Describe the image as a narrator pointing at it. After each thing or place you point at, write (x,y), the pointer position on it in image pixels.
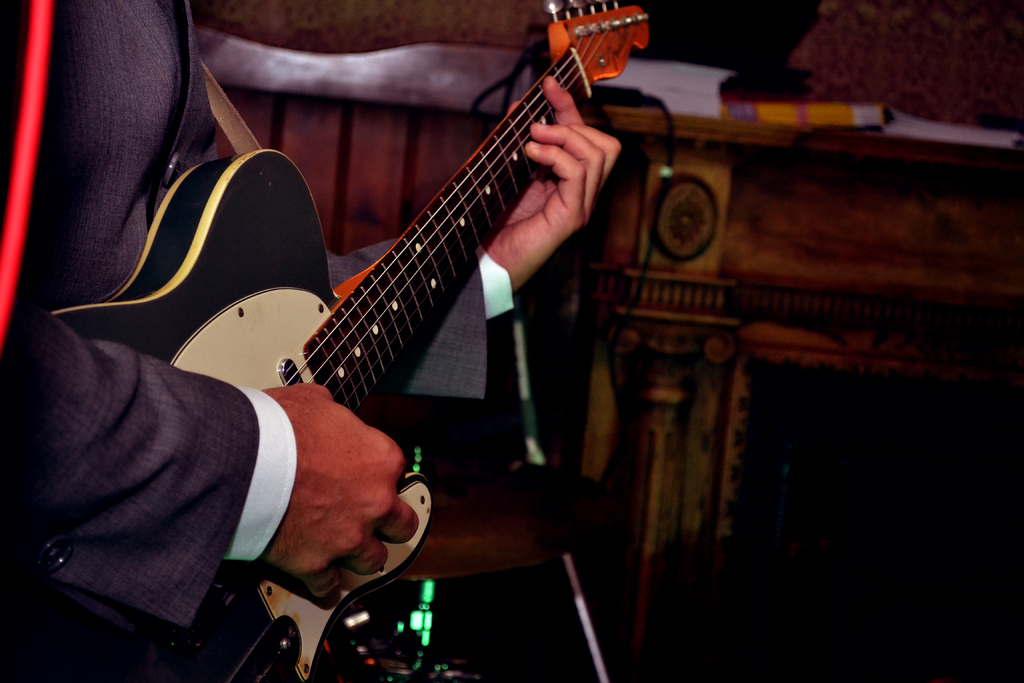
In this picture we can see partial part of a human (158,565), playing a guitar (521,172).
